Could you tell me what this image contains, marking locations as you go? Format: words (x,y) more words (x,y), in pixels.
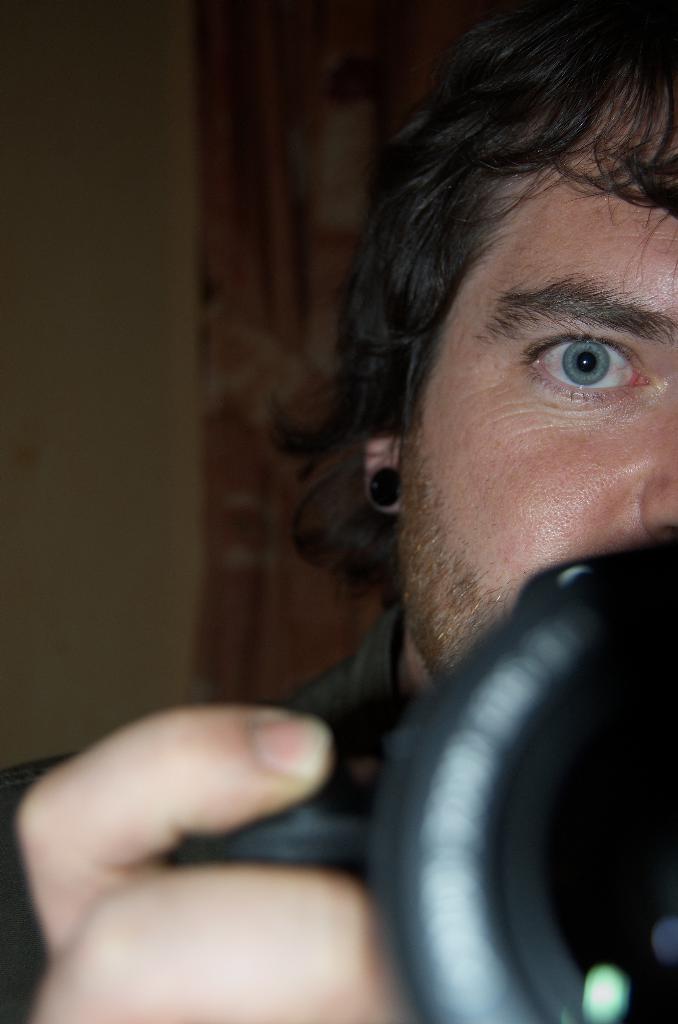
As we can see in the image, there is a man (594,205) holding camera (488,788).
